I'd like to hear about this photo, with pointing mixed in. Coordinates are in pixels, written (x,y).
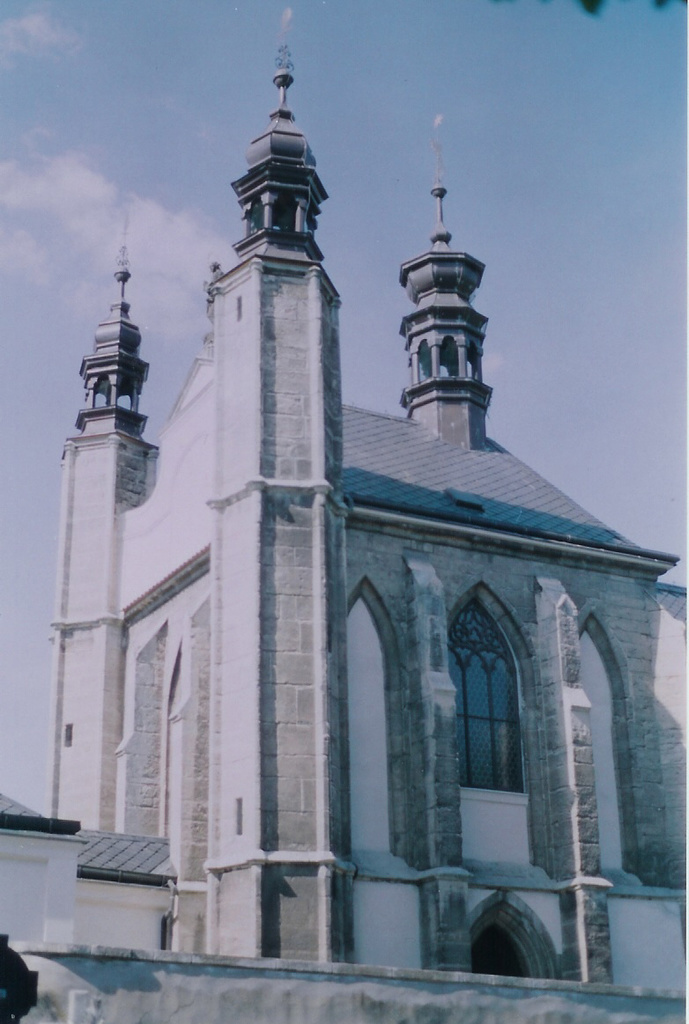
This image consists of a building (239,735). At the top (157,25), there is sky (371,164).
